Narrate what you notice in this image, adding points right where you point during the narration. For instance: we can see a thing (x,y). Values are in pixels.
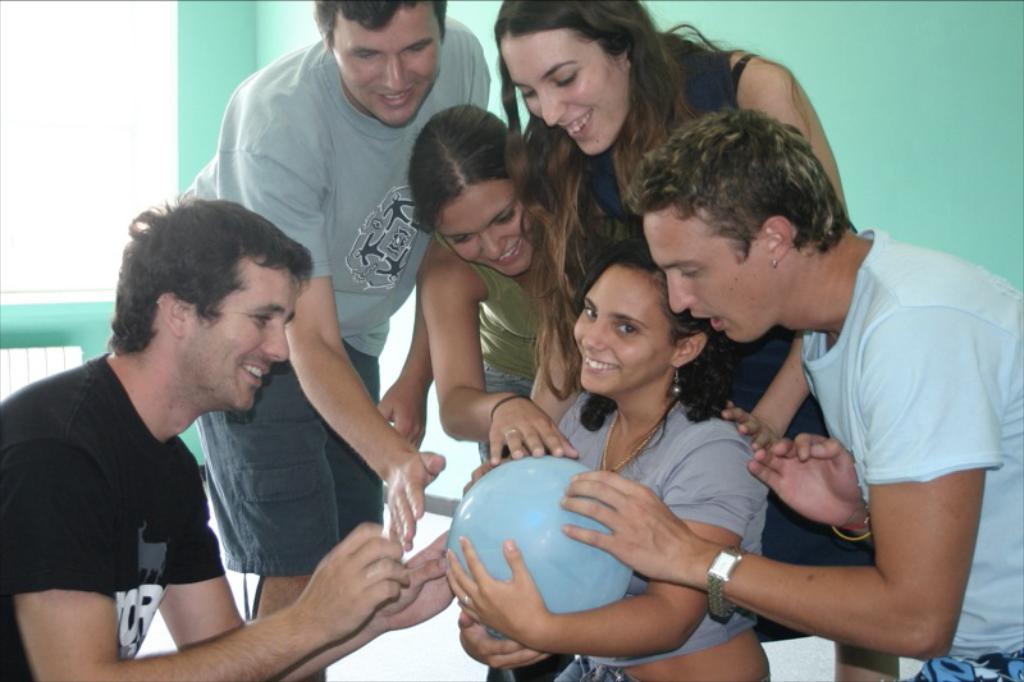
In this image we can see this person (499,608) is holding a blue color balloon (520,505) in her hands (529,614) and these people (935,539) are standing beside her and smiling. In the background (779,55), we can see green color wall (860,96).
